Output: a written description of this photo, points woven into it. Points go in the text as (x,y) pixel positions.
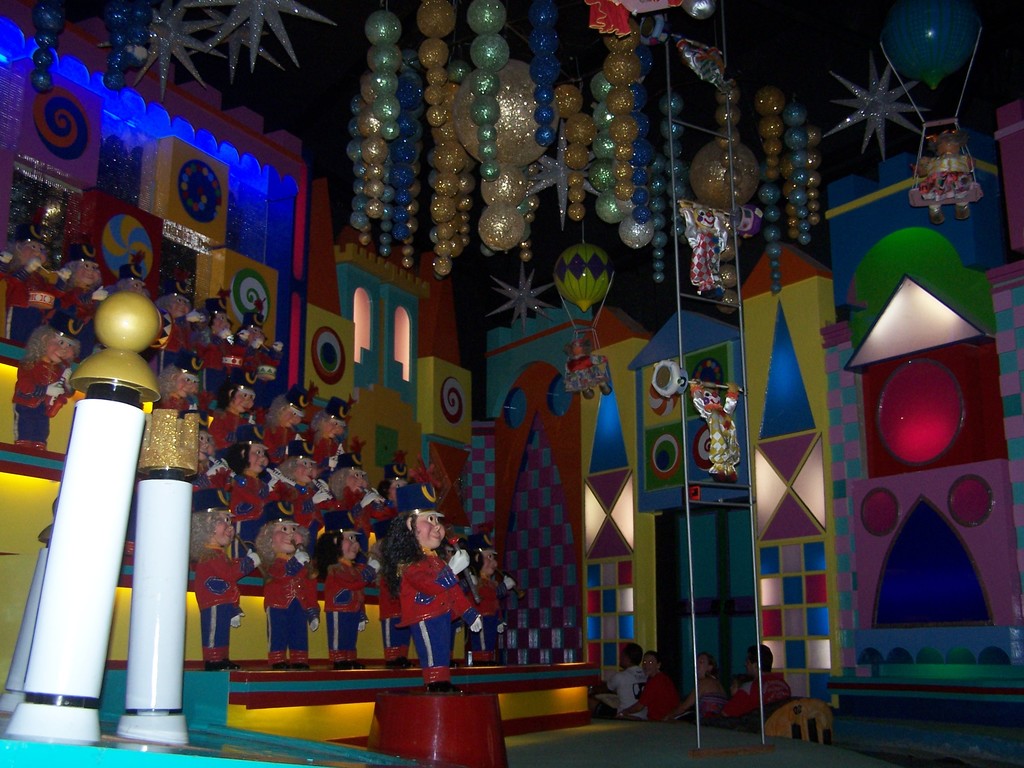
In this image I see number of toys (214,447) over here and I see the decoration (430,164) on the top (426,17) and I see few people (646,662) over here and I see the colorful things (541,395) over here and it is dark in the background (667,232).
